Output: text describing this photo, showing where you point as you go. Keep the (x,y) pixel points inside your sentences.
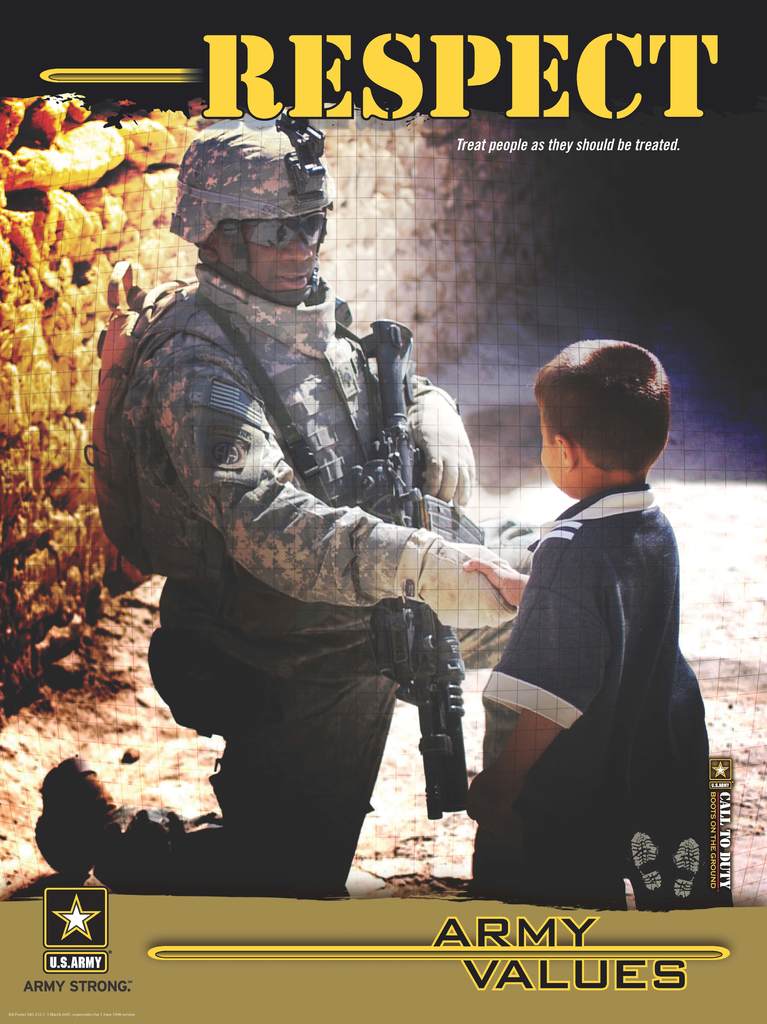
In this image we can see a poster (303,730). In the center (301,493) there is a man (337,573) and a boy (589,643) shaking their hands (504,618). On the left (63,239) there is a wall (63,239). At the top (258,88) and bottom there is text (549,965).
